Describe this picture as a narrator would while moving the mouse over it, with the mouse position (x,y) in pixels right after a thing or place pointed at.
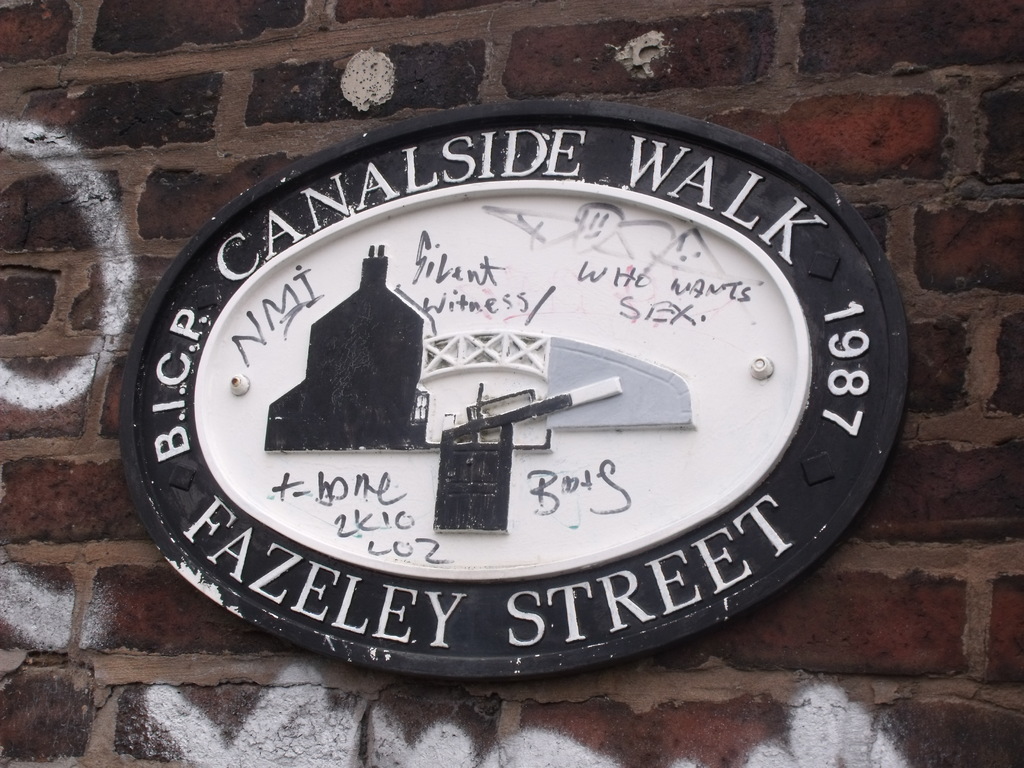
This image consists of a wall (10,165) made up of bricks (212,177). On which we can see a board (451,516) along with the text (529,594). The board (508,471) is in black and white color. It is fixed to the wall (886,642) with the help of bolts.
